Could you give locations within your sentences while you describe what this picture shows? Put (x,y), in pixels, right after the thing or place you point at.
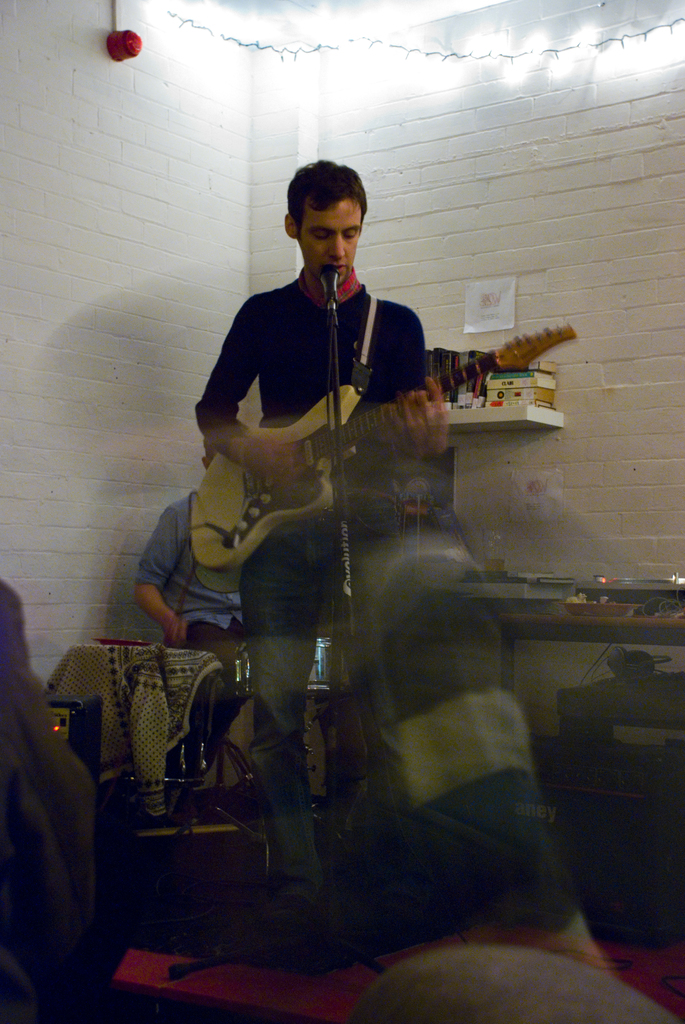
In this image there is a man (318,597) standing in the center (332,415) holding a musical instrument (323,457) in his hand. In front of the man (323,378) there is a mic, stand (336,437). In the background (198,597) there is a man (211,592) sitting and holding a stick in his hand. On the right side (590,630) in the background (613,615) there is a table (621,621) and on the table (583,619) there is an object (635,590) which is silver in colour. On the wall (610,415) there is a shelf (519,417) and on the shelf (532,416) there are books (510,379). On the top of the wall (382,84) there are lights (619,58).
